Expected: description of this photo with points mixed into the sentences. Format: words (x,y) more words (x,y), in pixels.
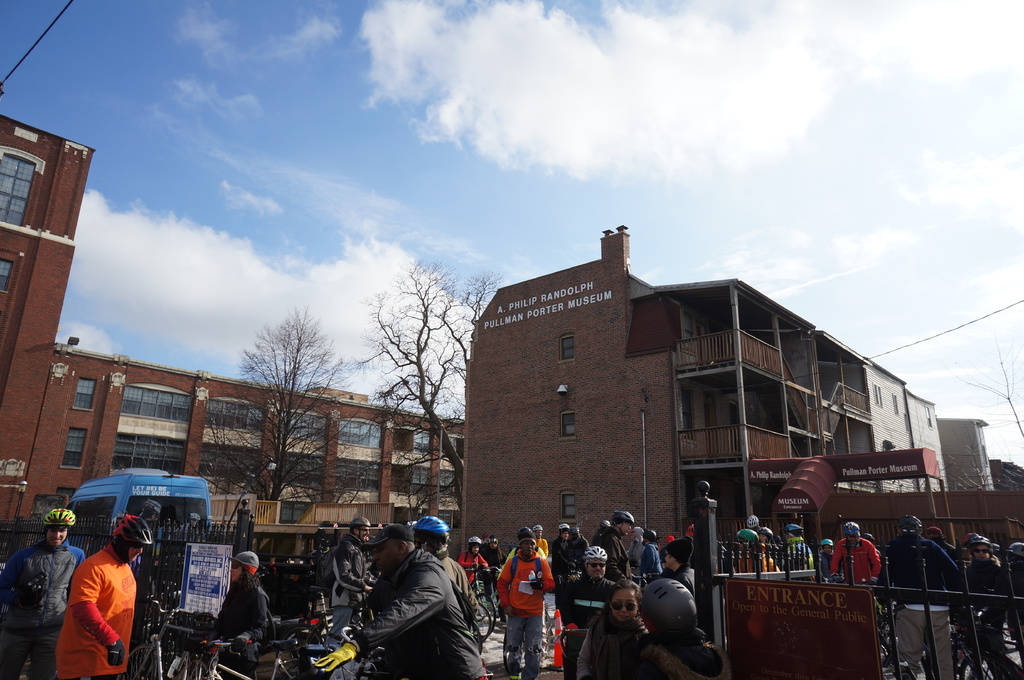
In this image there are a few people (511,631) standing and walking beside their cycles (300,615) and there are metal fences (703,626) and banners (731,583), in the background of the image (288,458) there are trees (272,443) and buildings (580,512), at the top of the image (684,168) there are clouds (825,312) in the sky (846,325) and cables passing through the buildings (25,262).
